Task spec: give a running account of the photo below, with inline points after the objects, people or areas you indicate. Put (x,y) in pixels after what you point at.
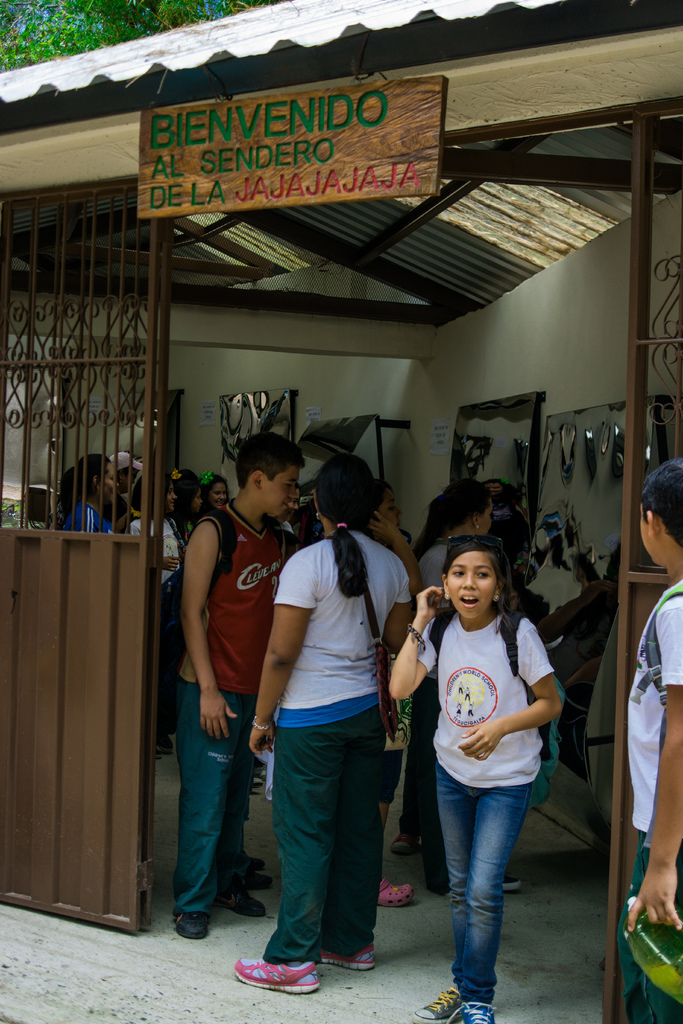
In this image there are people (399,635) in a shop (593,332), the shop (130,298) is covered with iron sheet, on the top (383,144) there is a board (249,207), on that board (215,112) there is some text (249,173).
